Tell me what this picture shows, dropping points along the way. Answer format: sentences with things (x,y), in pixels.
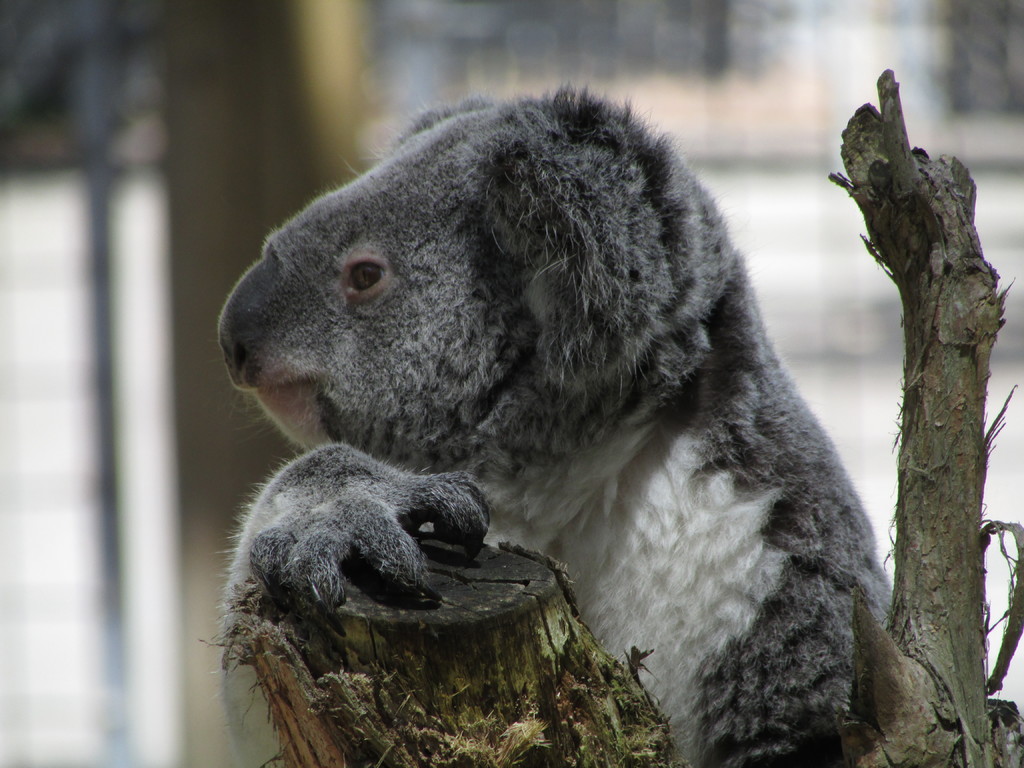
In the image there is a tree trunk (865,631). Behind the tree trunk (904,453) there is a koala (712,388) which is in grey and white color. And there is a blur background (780,327).
